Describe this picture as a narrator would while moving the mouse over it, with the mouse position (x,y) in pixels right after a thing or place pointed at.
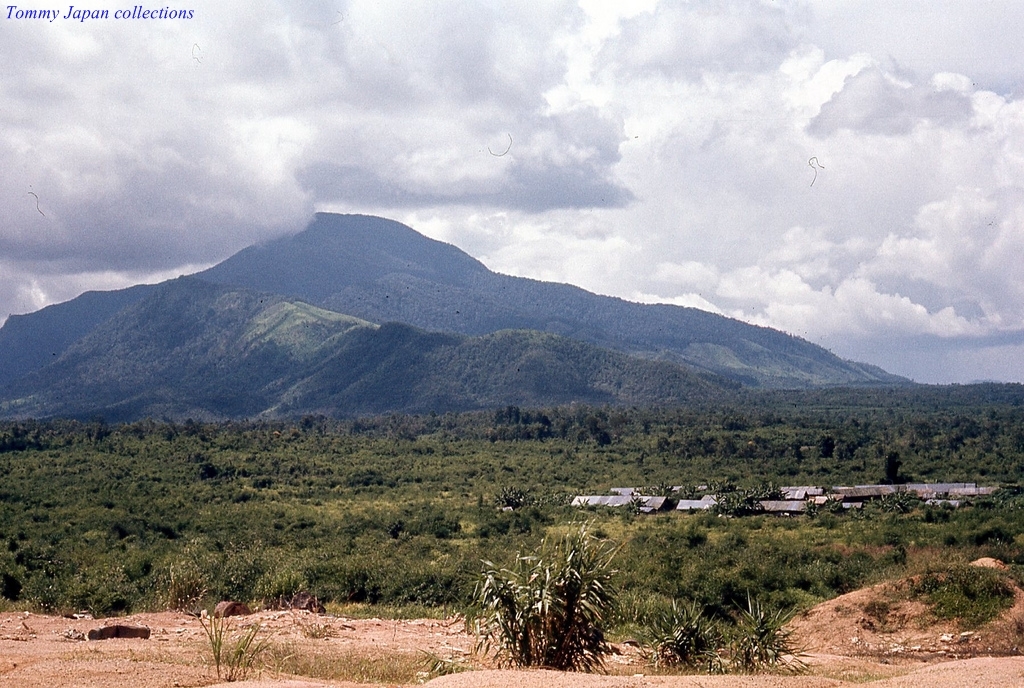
In this image at the bottom (555,609) there are plants (568,560), trees (649,442), buildings (951,490) and land (394,644). At the top (207,178) there are hills (556,312), sky (593,154), clouds (221,125) and text (92,17).
